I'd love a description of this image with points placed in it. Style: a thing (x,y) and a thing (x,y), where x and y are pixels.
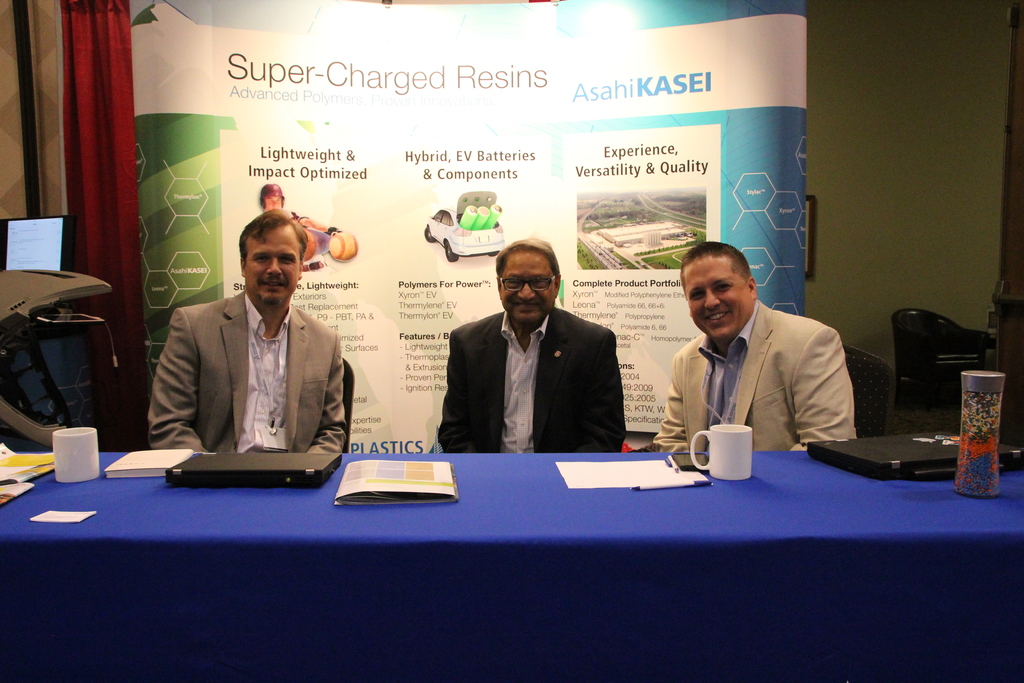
In this image we can see three persons (555,353) sitting. There is a platform (246,510). On that there is a bottle (960,414), cups (98,463), books (369,475), laptops (327,463) and some other items (23,472). In the back (469,147) there is a banner (408,140). And there is a curtain (104,155). In the background (914,168) there is a wall (930,115).
